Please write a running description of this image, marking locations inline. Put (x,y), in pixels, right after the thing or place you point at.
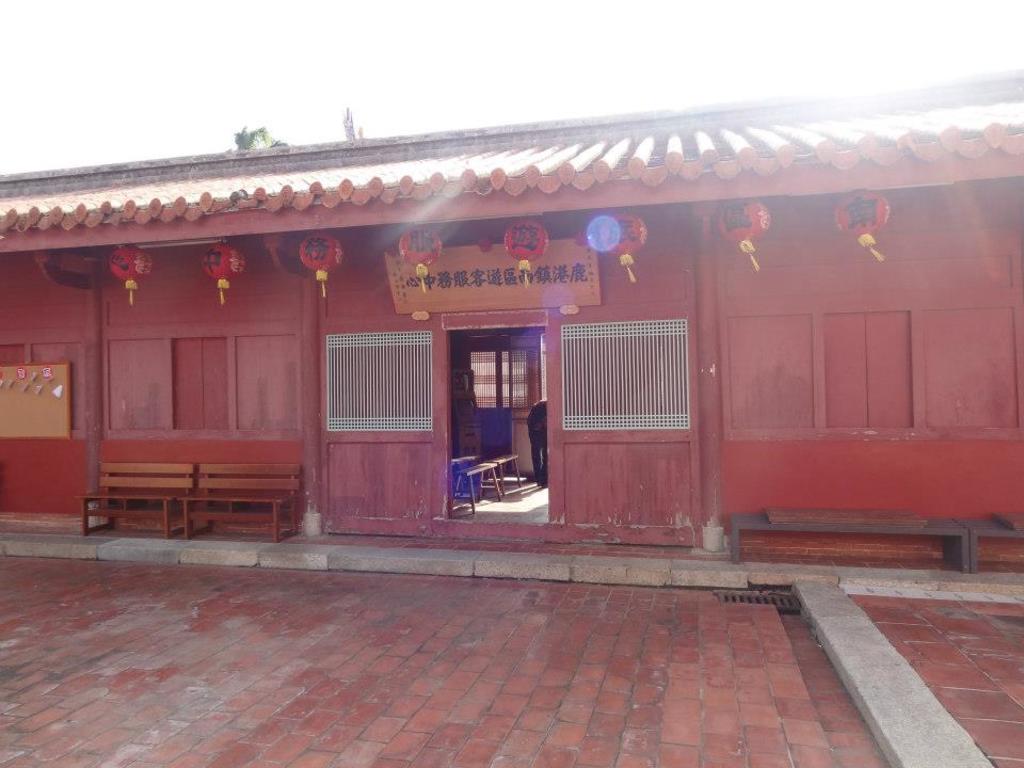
In this image, we can see a shed (543,354) and there is a board (40,404) and we can see benches (511,459), windows (626,385) and at the top (332,254), there are lanterns (224,267), At the bottom (510,634), there is floor (685,660) and at the top (421,36), there is sky (435,36).
